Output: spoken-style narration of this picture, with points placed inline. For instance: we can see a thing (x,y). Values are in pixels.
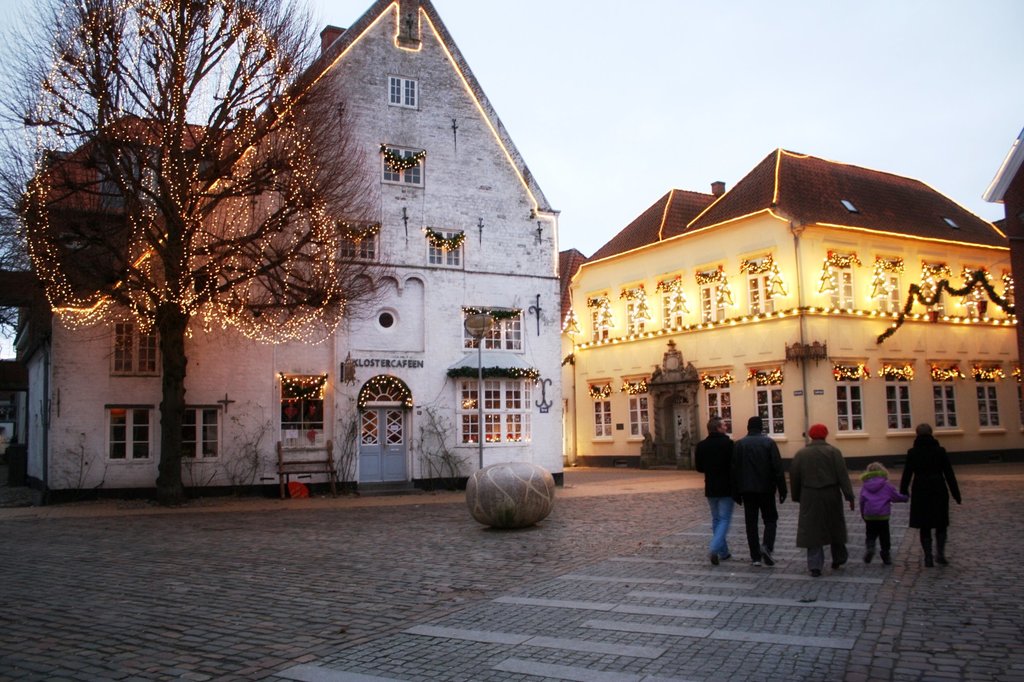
In this image I can see some people (805,528). On the left side (211,199) I can see a tree (182,230). In the background (518,319), I can see the houses (499,341) decorated with the lights (914,317) and the sky (665,81).
